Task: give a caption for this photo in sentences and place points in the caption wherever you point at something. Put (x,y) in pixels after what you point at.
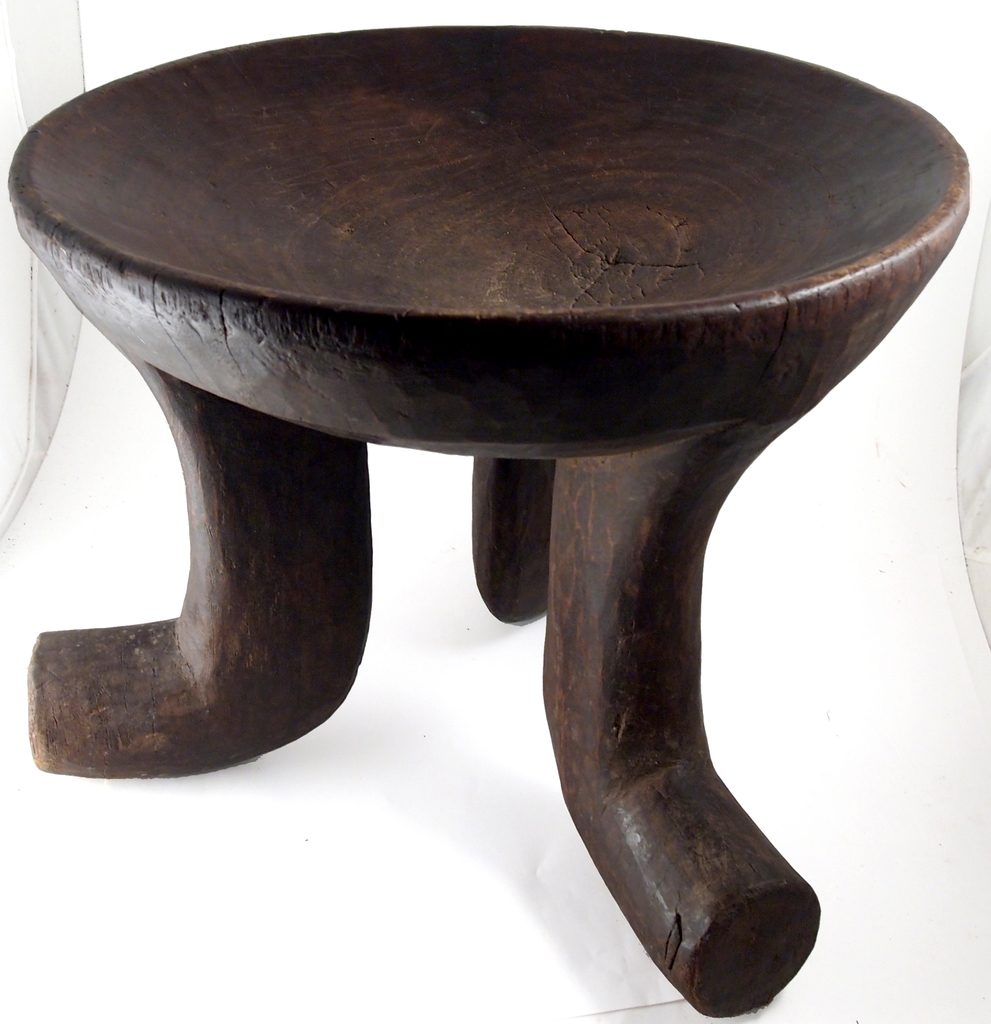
In this image I see the brown color thing (505,197) over here on this white color surface (471,638).
